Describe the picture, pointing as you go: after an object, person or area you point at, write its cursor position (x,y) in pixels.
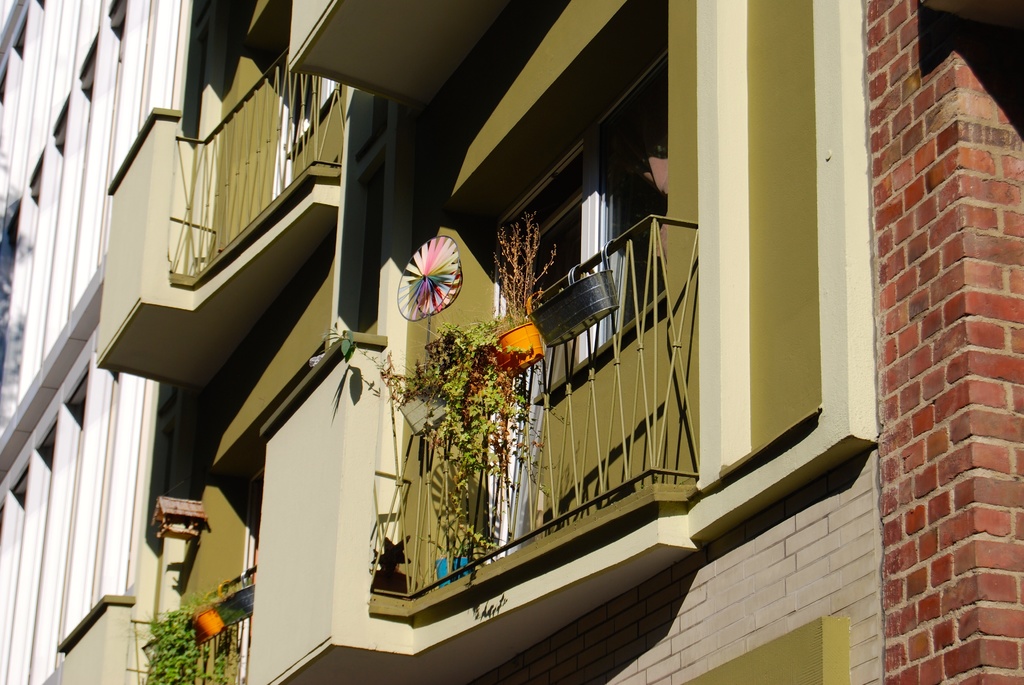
In this image I can see buildings (368,366). Here I can see balconies (266,501). I can also see some objects (523,337) and plants (460,340).
